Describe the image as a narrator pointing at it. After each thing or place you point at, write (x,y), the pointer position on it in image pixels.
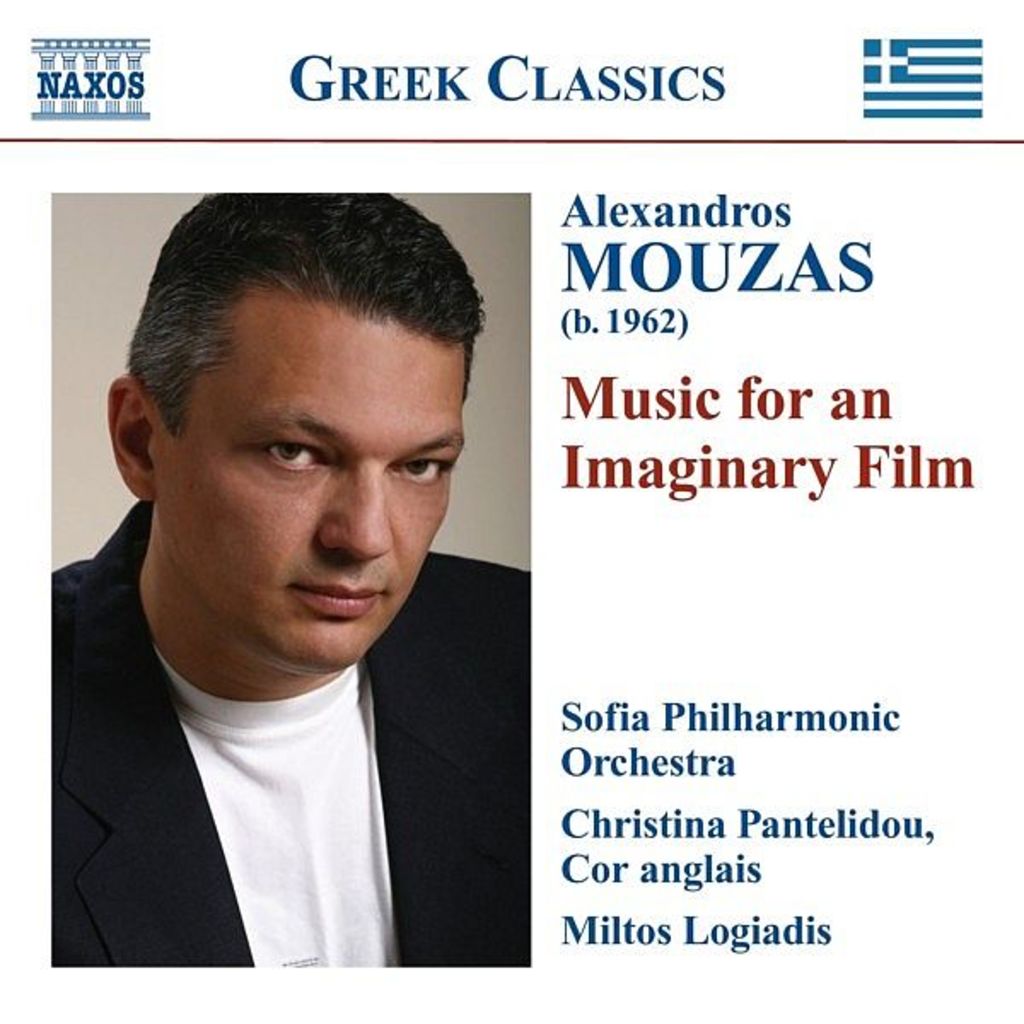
In this picture there is a person (360,774) wearing black suit (395,767) and there is something written beside and above the picture.
